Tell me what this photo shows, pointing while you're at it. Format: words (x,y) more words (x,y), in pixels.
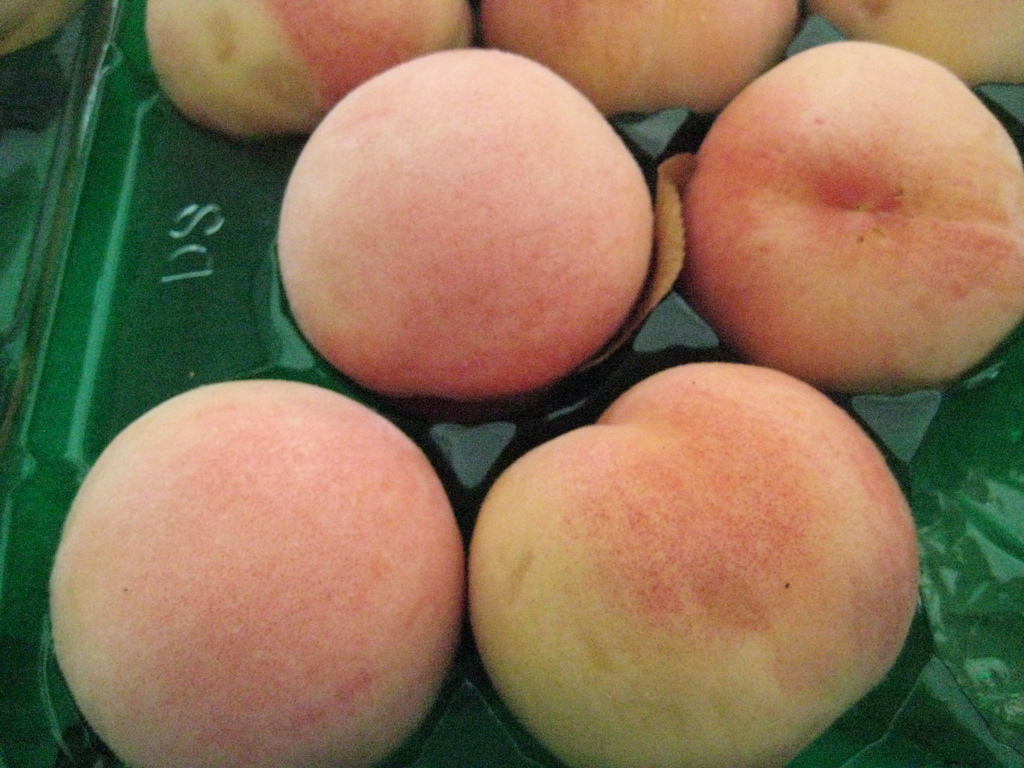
In the image we can see some fruits (331,48).
